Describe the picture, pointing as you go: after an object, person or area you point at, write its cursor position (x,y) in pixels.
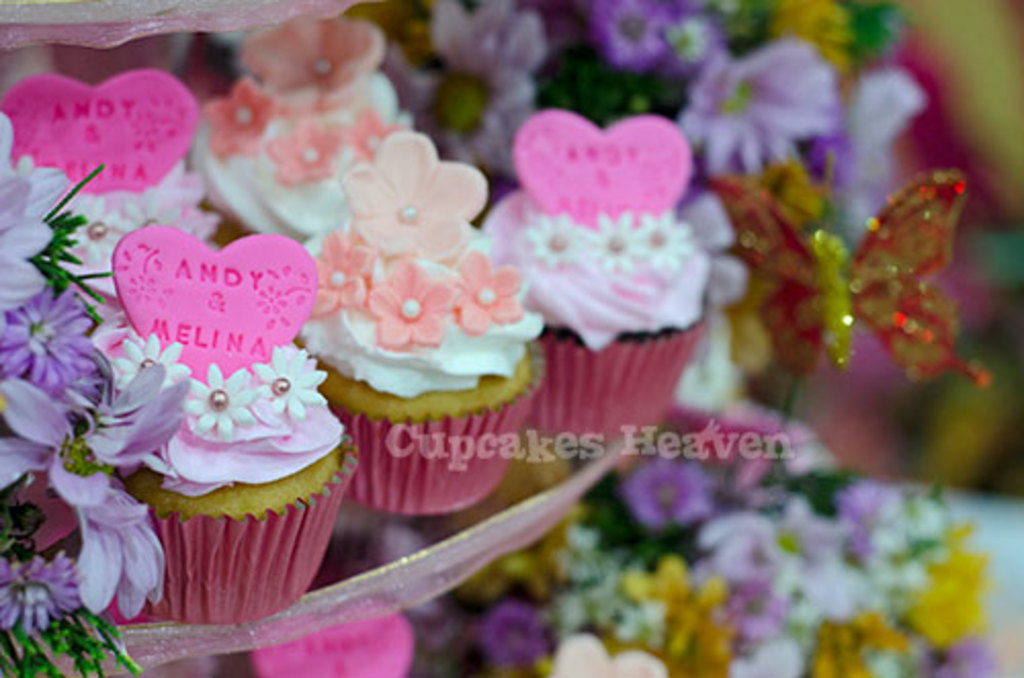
This image consists of cupcakes (332,390). On the left (51,581), there are flowers (55,601). And the background (1006,464) is blurred. On the right (835,359), there is an artificial butterfly (836,316). At the bottom (919,614), there are many flowers (557,609).
